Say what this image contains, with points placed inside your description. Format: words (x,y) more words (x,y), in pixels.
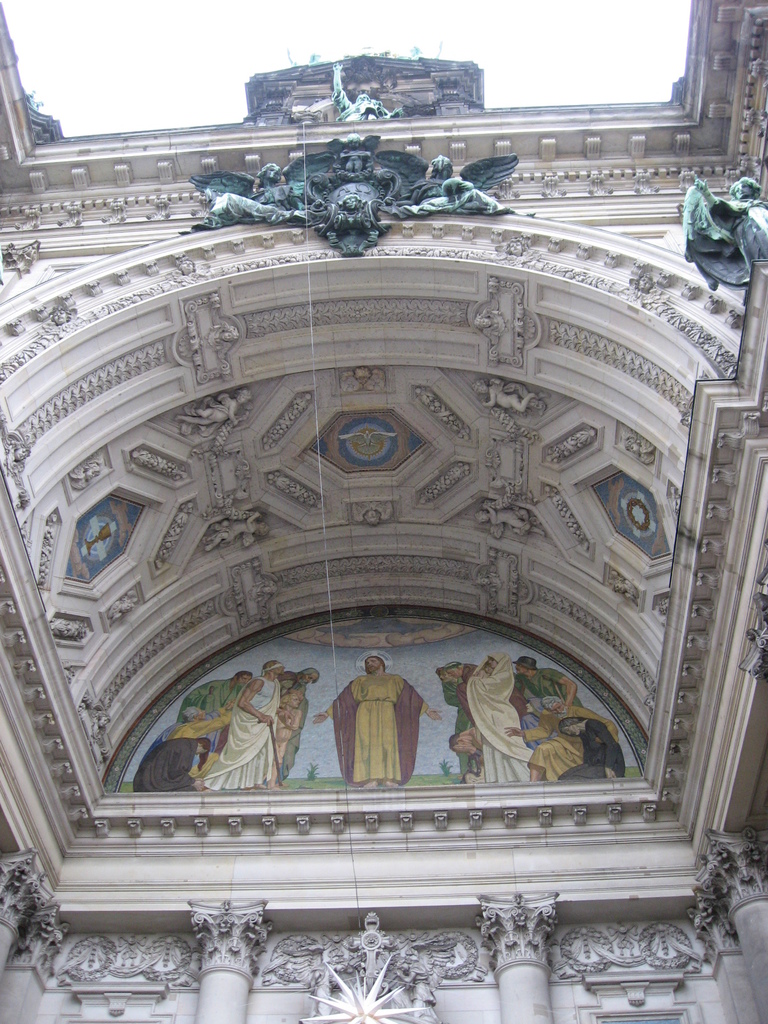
In the center of the image (407,674) there is a building (520,364) and we can see a painting (274,738) on the wall (430,742). At the bottom (217,994) there are pillars (754,939). At the top (371,184) there are statues (371,180) and sky (305,60).
